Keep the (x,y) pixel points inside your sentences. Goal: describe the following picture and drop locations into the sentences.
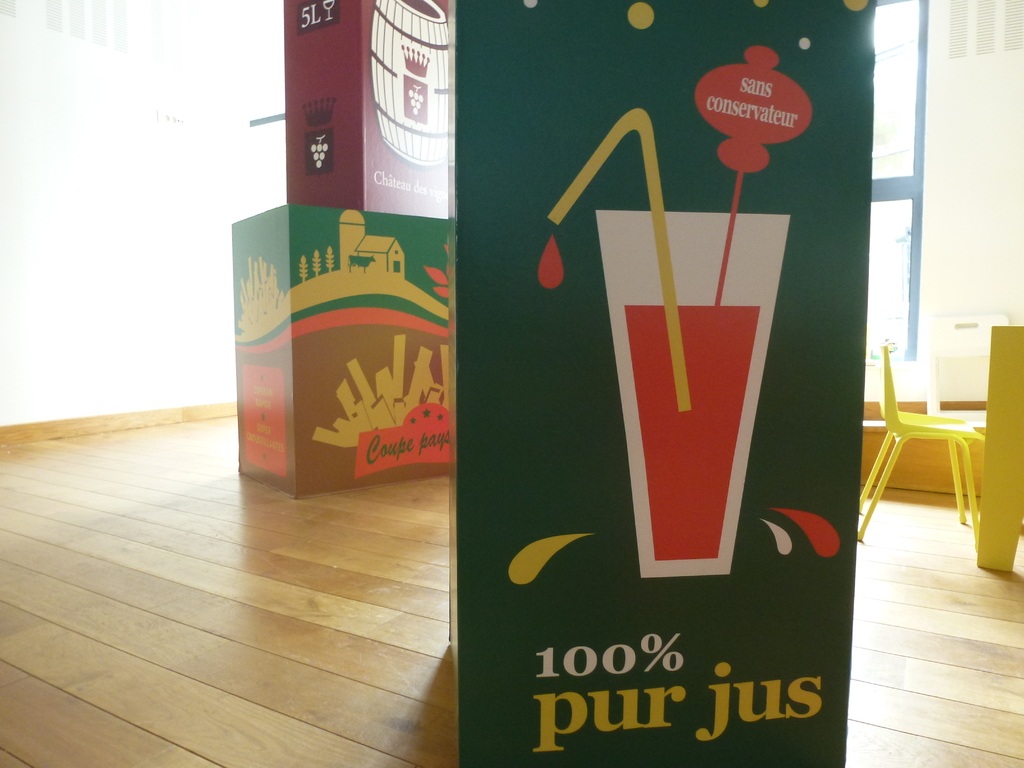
This is an inside view. Here I can see few card boxes (516,369) are placed on the floor (305,597). On the left side (69,86) there is wall (144,251). On the right side (957,460) a table (1000,345) and a chair (968,459) are placed on the floor (940,602).
